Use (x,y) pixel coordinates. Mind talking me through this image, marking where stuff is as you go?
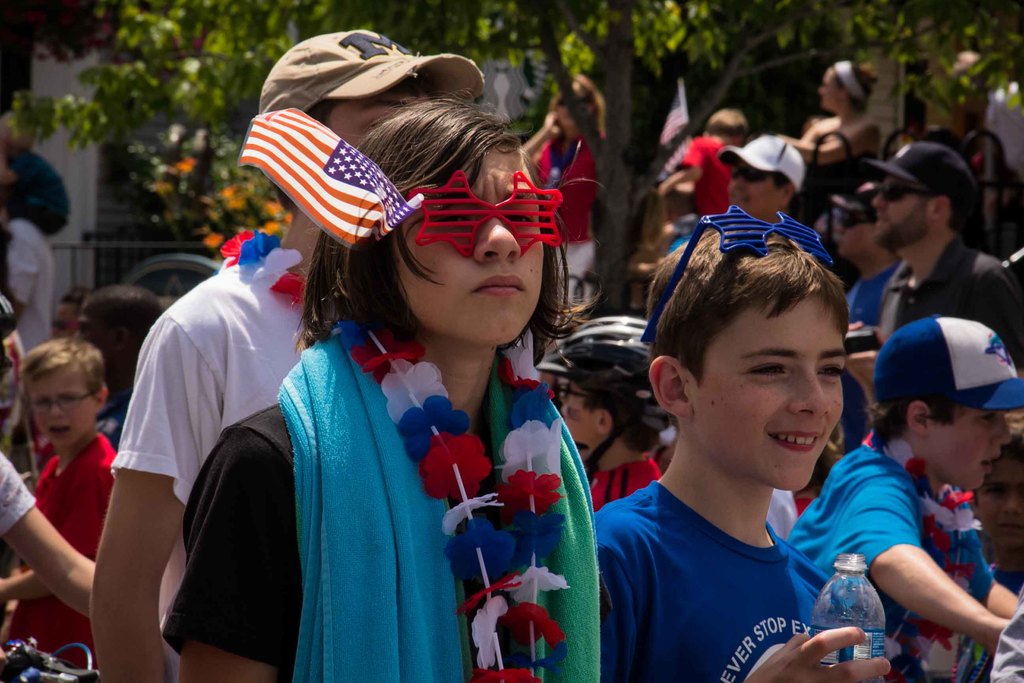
In front of the picture, we see a girl (379,521) is standing. She is wearing a blue towel (386,482) and a garland (506,530). She is wearing the star shaped eyeglasses (477,220) and a flag (300,194) in white, red and blue color. Beside her, we see a boy (729,492) is standing. He is holding a water bottle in his hands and he is smiling. Behind them, we see the people (120,356) are standing. Behind them, we see the iron railing (167,260). In the left bottom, we see a bicycle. There are trees (625,94) and a building (913,106) in the background (128,91). This picture is blurred in the background (835,250).
